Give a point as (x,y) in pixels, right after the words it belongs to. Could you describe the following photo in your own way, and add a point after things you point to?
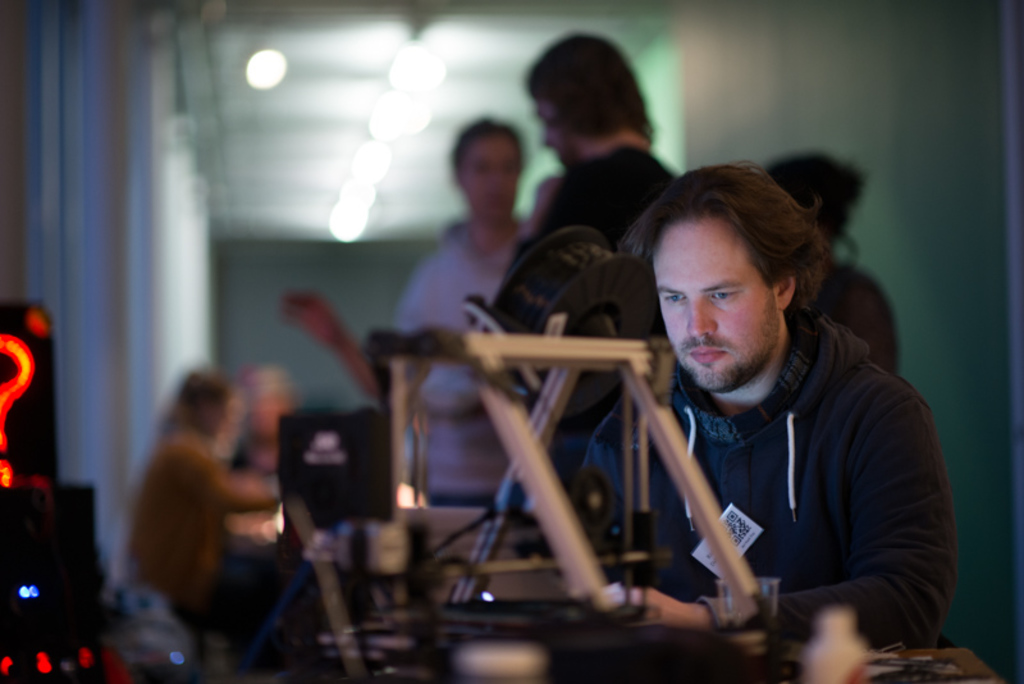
In this picture there are people (650,153) in the center of the image (459,277) and there are lights (422,126) at the top side of the image (372,105).
